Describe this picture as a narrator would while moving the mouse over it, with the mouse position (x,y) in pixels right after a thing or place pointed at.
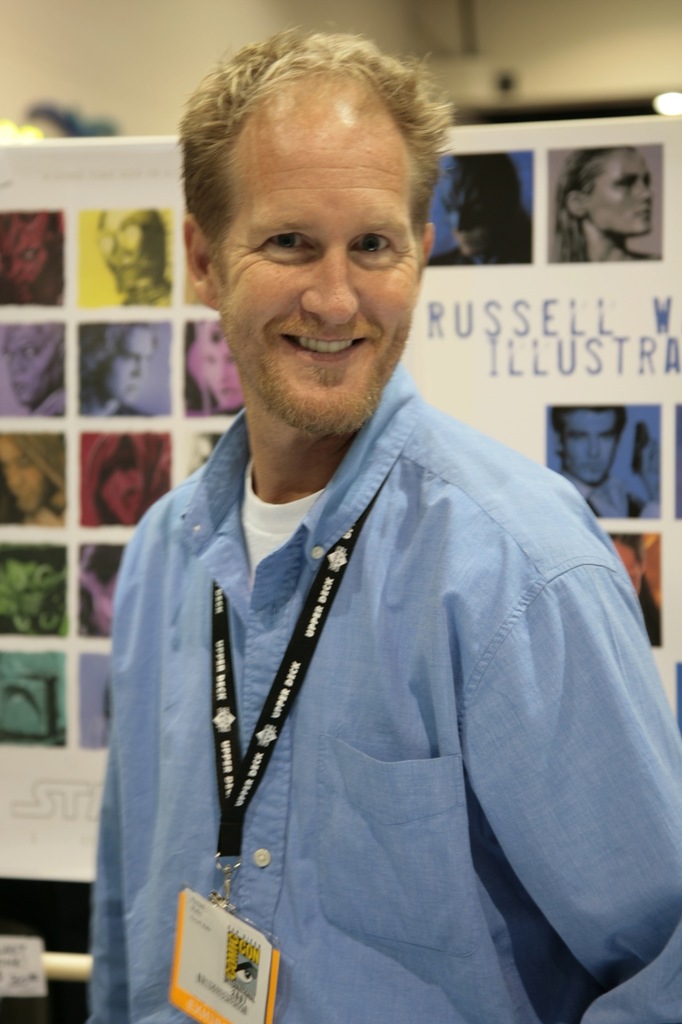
In the picture I can see a man (348,621) is standing and smiling. The man (358,670) is wearing an ID card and a blue color shirt (370,759). In the background (110,641) I can see a board (98,351) which has photos (98,410) of people (624,239) and something written on it.
